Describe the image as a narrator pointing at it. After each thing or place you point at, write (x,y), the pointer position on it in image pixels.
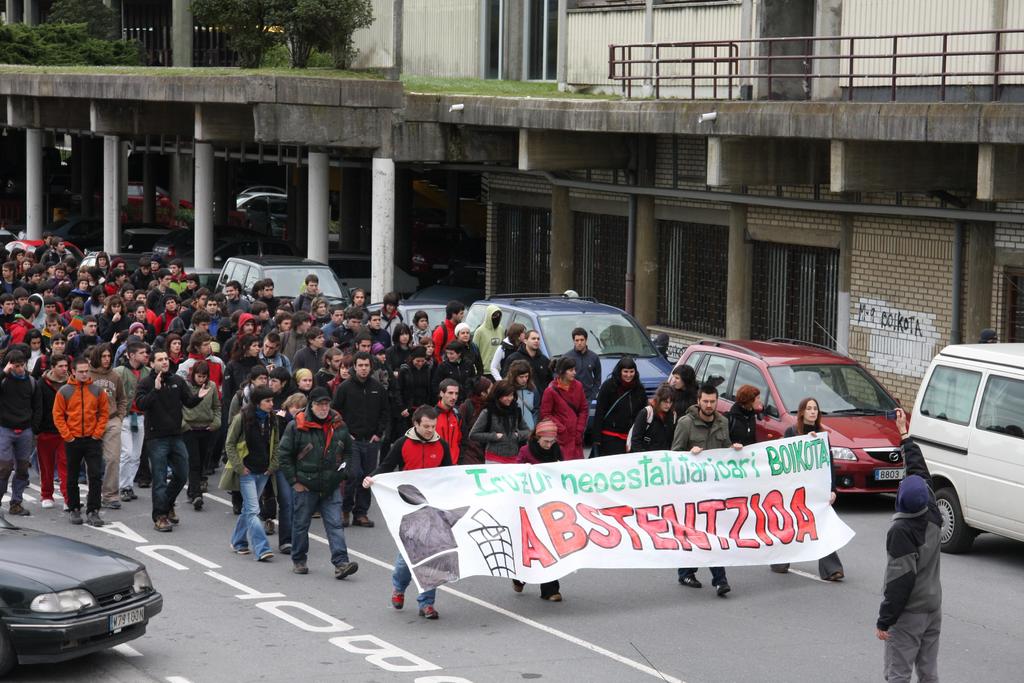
In this image I can see number of persons (416,404) are standing on the road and I can see few persons (623,447) are holding a banner (538,497) which is white, green, red and black in color. I can see few cars (1006,471) on the road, few pillars (387,279), few buildings (428,158) and few trees (264,36) which are green in color.
